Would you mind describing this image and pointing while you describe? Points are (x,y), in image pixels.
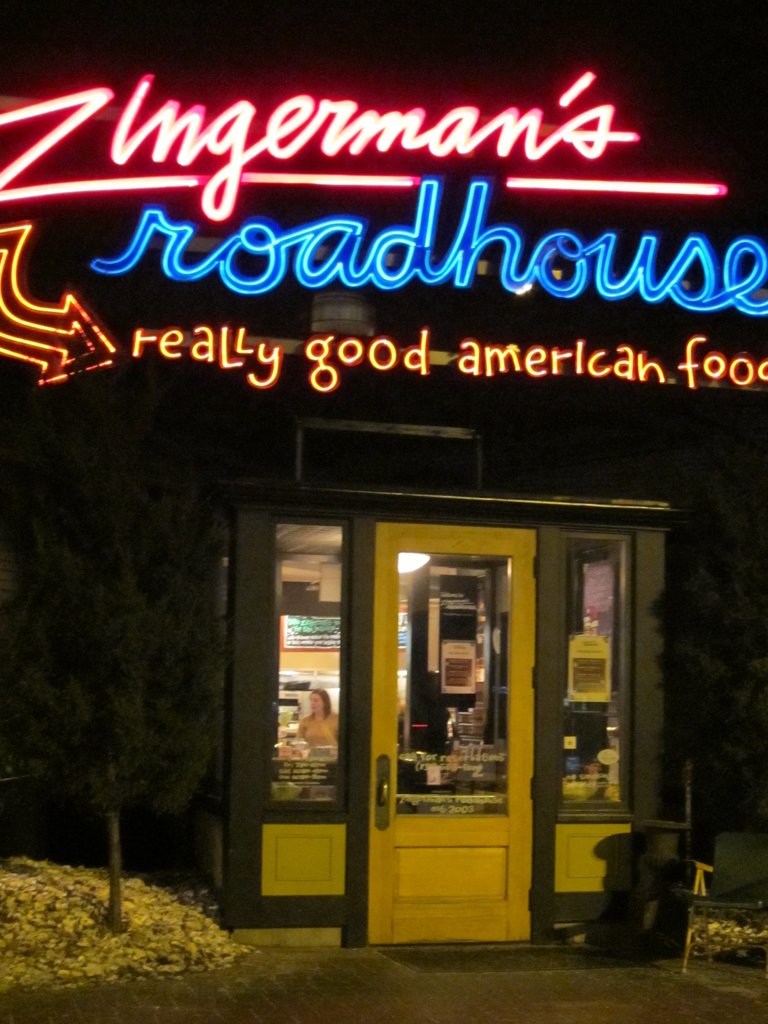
In this picture we can see the building (359,642). At the bottom (314,695) there is a door (398,900) and window (312,767). In-front of the door (385,886) we can see the road (465,1020). Beside that can see the trees (119,874) and chair (758,854). Through the door (519,892) we can see table (317,752), chairs (457,729), cups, light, posters (402,624) and other objects (283,697). At the top (579,183) we can see the restaurant board (458,150) with lighting (502,150).
